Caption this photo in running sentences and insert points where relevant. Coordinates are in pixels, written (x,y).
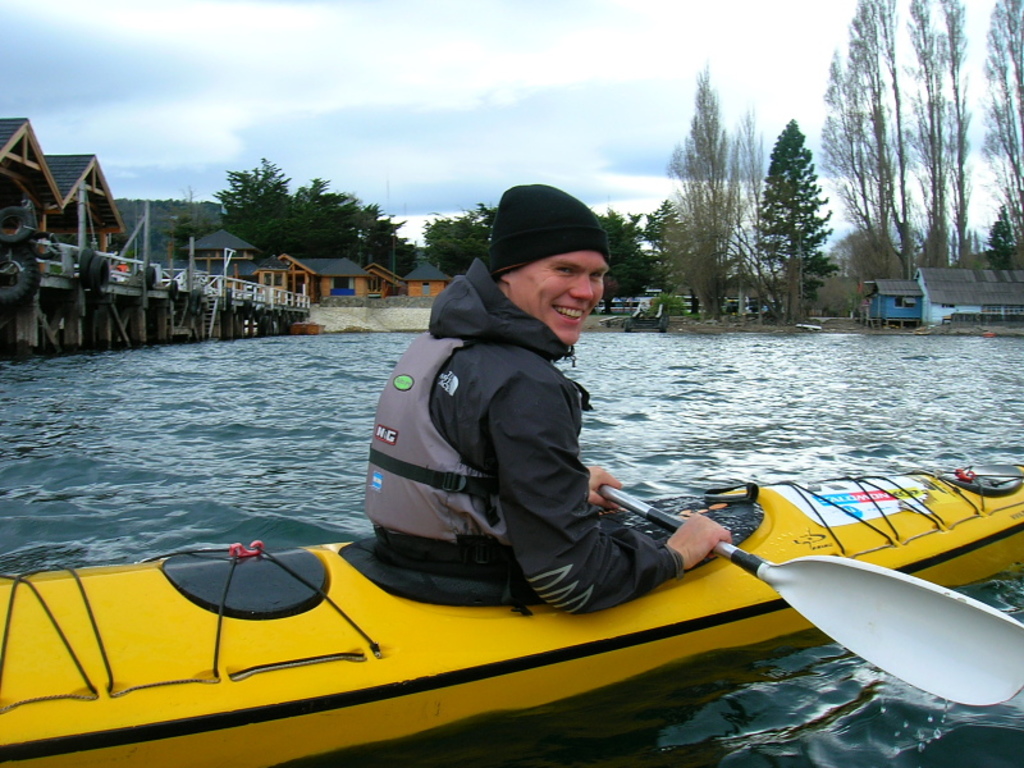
In the middle of the image (524,370) we can see a man (564,420), he is sitting in the boat (535,619) and he is holding a rowing stick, in the background (334,412) we can see water (316,418), few houses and trees (654,276).
